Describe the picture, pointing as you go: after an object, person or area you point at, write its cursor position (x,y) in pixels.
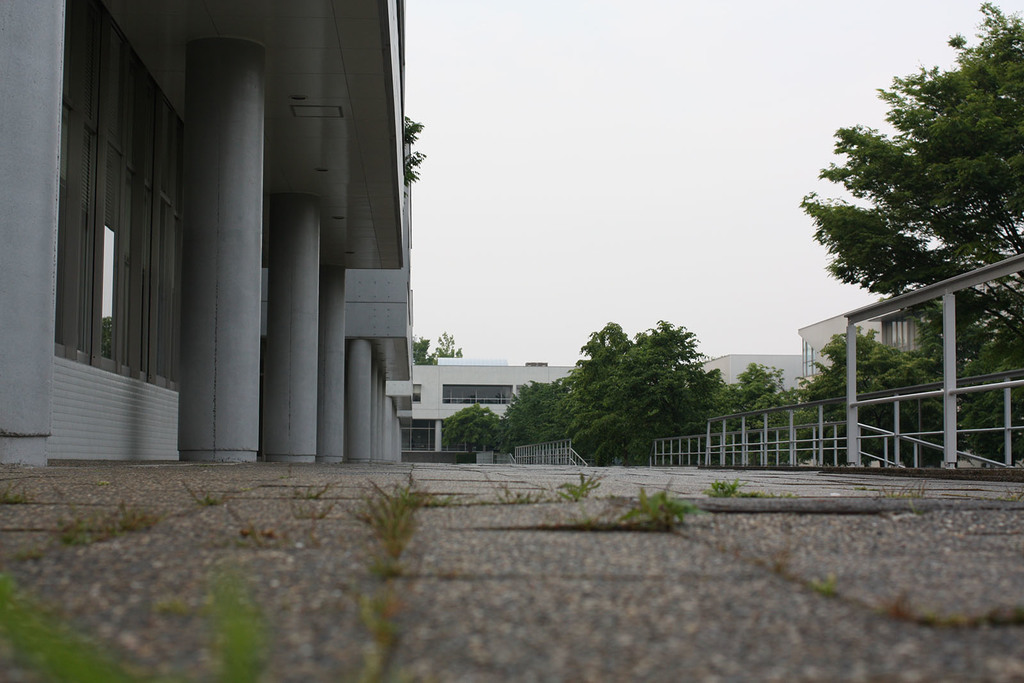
In this picture we can see few buildings (366,375), trees (532,422) and metal rods (538,452).
